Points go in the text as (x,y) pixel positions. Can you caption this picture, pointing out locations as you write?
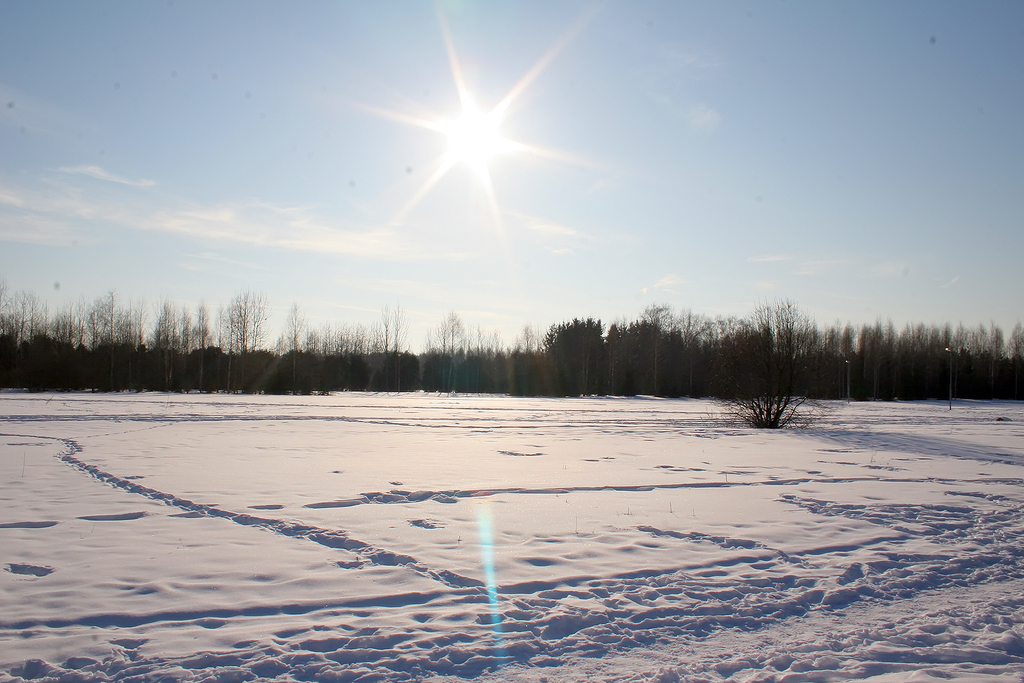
In the image I can see trees (555,380) and the snow (469,585). In the background (452,177) I can see the sky (434,180) and the sun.
